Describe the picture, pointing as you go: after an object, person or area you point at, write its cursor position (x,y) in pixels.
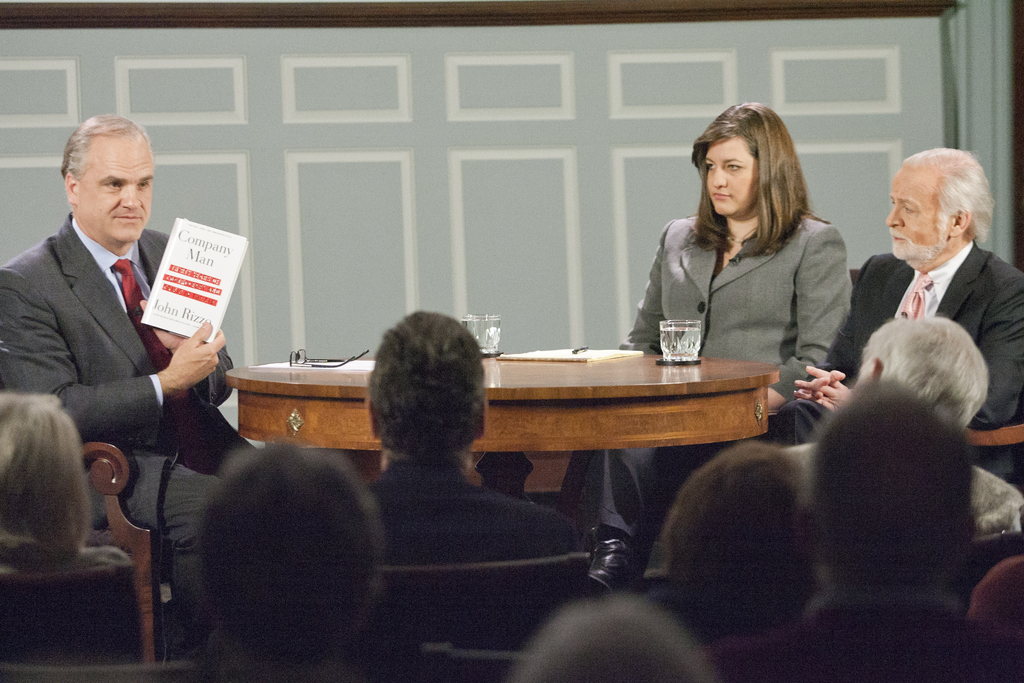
In this image we can see two men (153,337) and a woman (598,560) sitting on the chairs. In that a man (142,354) is holding a book (162,321) and has some text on it. We can also see a table (348,404) in front of them containing some glasses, a book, pen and spectacles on it. On the bottom of the image (461,554) we can see a group of people (764,554) sitting on the chairs (497,589). On the backside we can see a wall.
